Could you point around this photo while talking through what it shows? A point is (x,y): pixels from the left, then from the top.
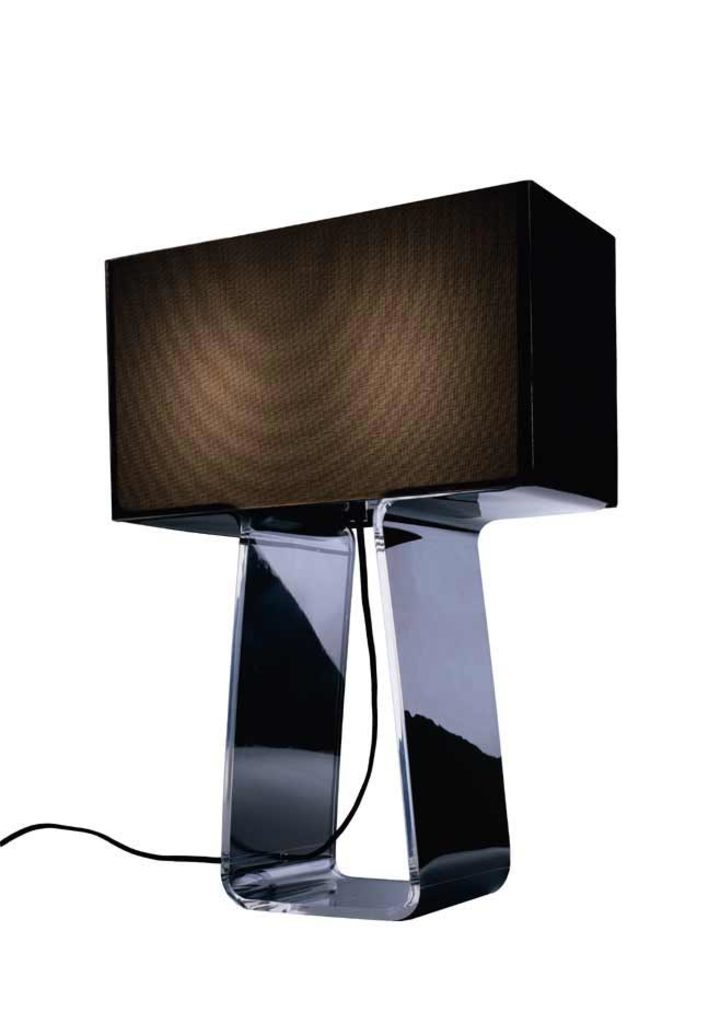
In the picture we can see a lamp (256,560) with a stand (459,688) and wire (50,827) to it.
